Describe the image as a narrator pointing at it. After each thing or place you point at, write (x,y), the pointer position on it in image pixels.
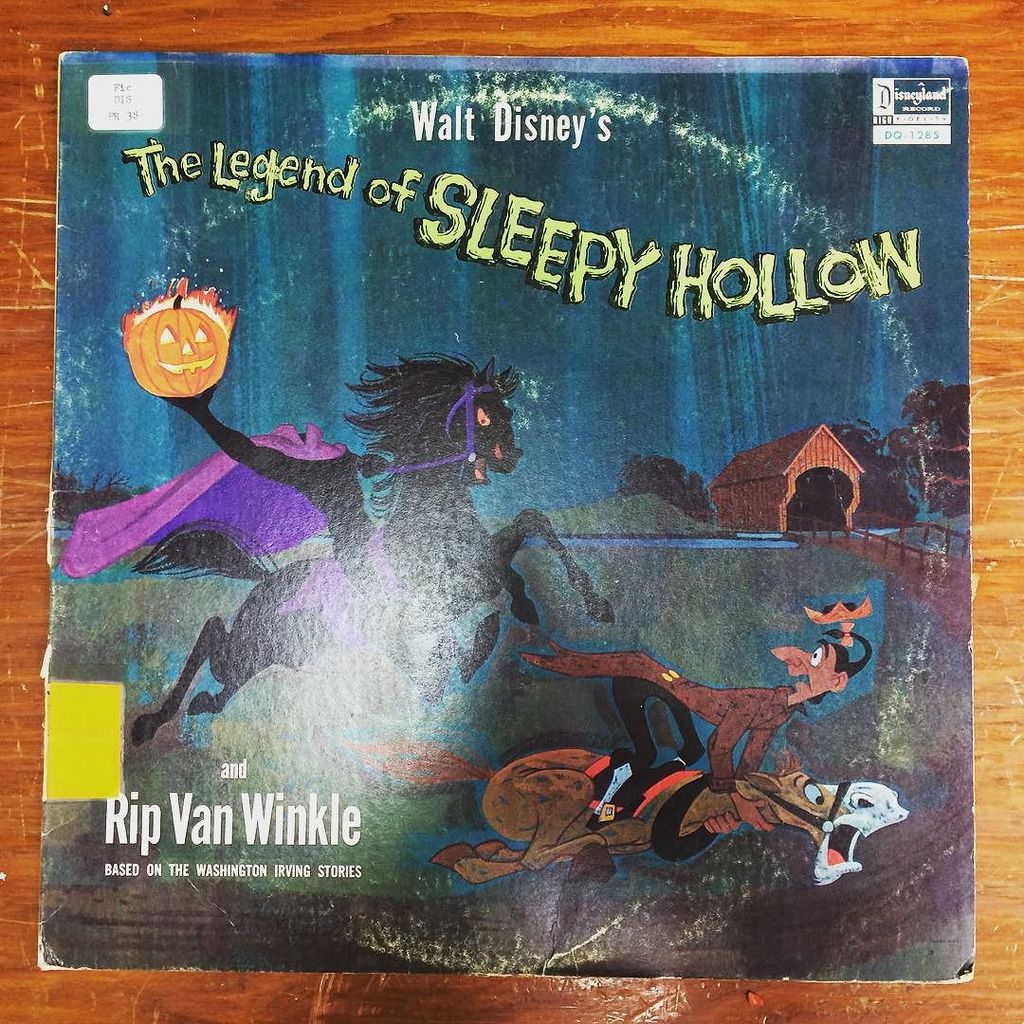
In the image there is a cartoon poster (428,395) of horseman (277,544), horse (397,371) and man (665,663) on a card (640,587) which is on wooden table (991,301).
